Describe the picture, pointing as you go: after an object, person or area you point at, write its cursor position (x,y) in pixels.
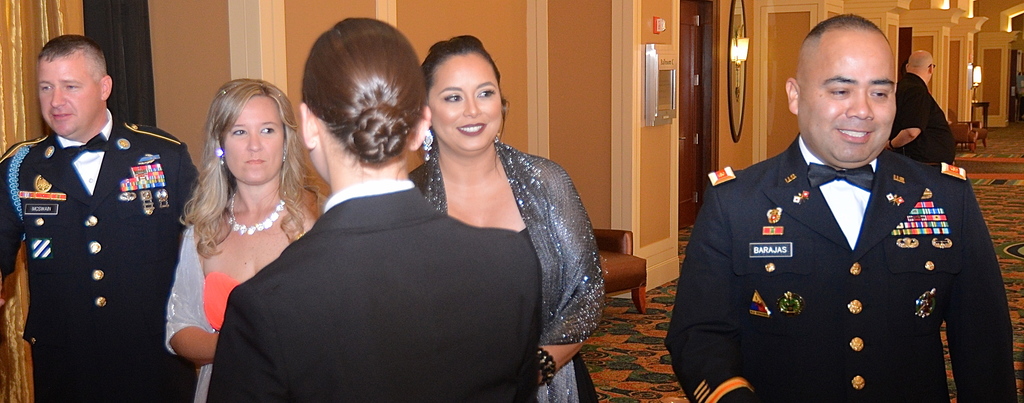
In this image I can see a few people (366,208) are wearing different color dress (560,225). Back I can see light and chair (968,131). The wall (789,46) is in cream and brown color.
